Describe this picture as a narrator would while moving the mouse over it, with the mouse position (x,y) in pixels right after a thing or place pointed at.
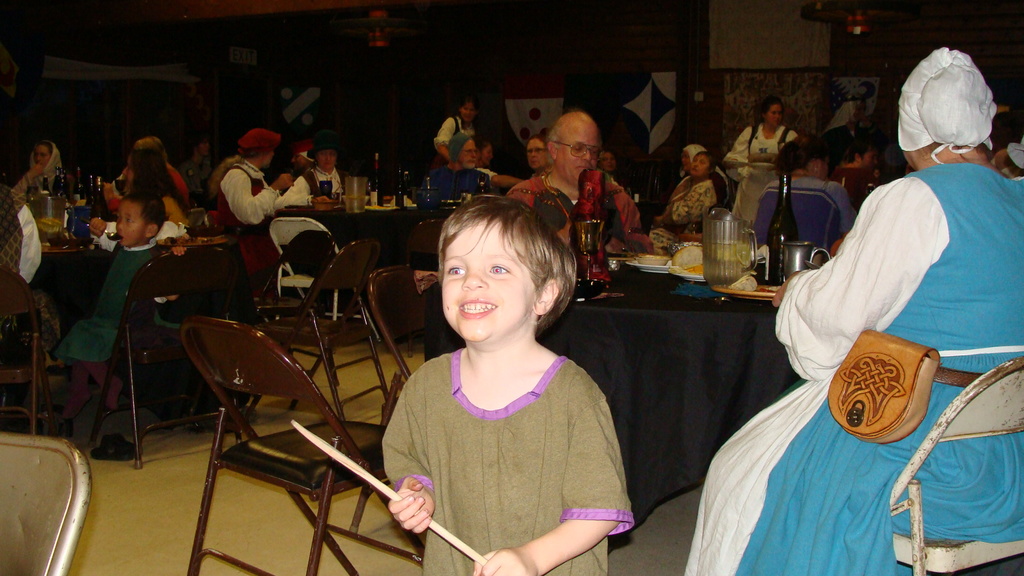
In the middle of the image (479,367) there is a kid (453,432) standing, smiling and holding a stick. Behind the kid (415,468) there are many people (897,289) sitting on the chairs (144,279). In front of them there are tables (677,316) with bottles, glasses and food items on it. In the background (736,72) there is a wall (492,121) with frames (741,85) and also there are few people (764,115) standing.
